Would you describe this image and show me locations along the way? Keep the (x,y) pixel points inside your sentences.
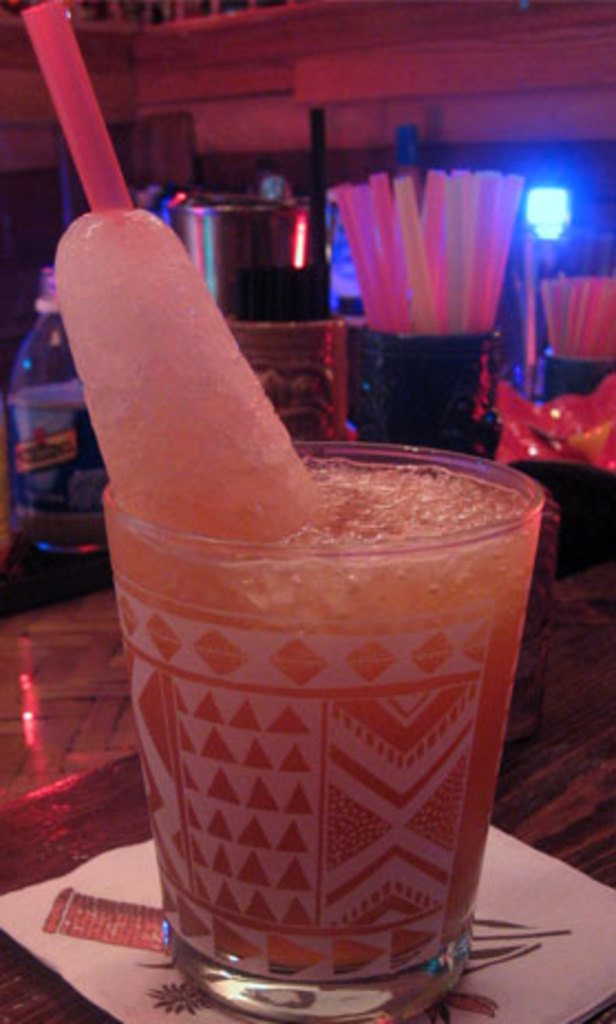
In this image there is a ice gola (302,514) in the glass (237,680) which was placed on top of the table (577,607). At the back side (287,262) there are few other items (399,289).
